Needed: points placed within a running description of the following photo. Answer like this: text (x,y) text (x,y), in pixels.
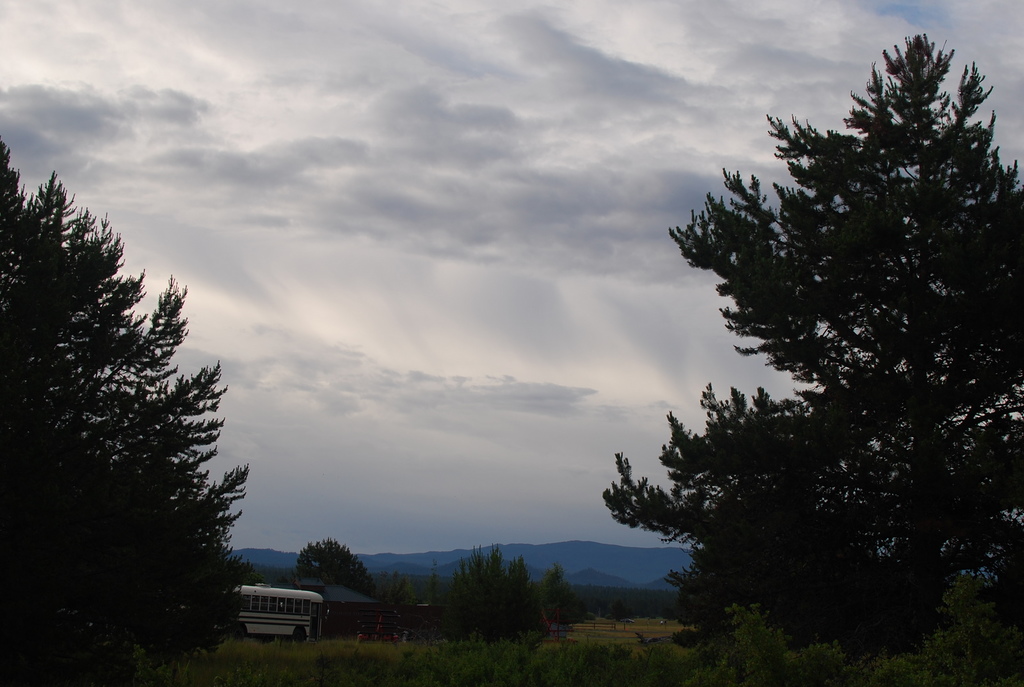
On the left side (82,587) and the right there are trees (896,524), in the background (314,629) there is a bus (299,627) on a road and there are trees (509,610), mountains (401,570) and the sky (594,252).
